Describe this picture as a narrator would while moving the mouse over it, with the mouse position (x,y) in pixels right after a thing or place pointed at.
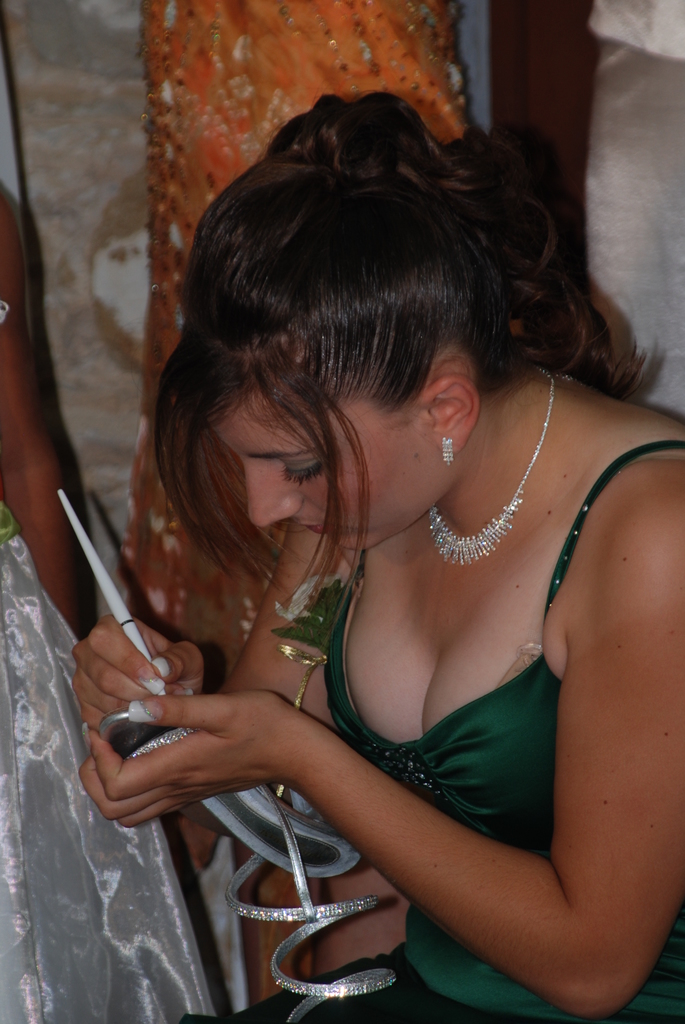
In this image we can see a woman (386,573) writing something on the chappal (261,843) in her hands (143,802). In the background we can see wall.
